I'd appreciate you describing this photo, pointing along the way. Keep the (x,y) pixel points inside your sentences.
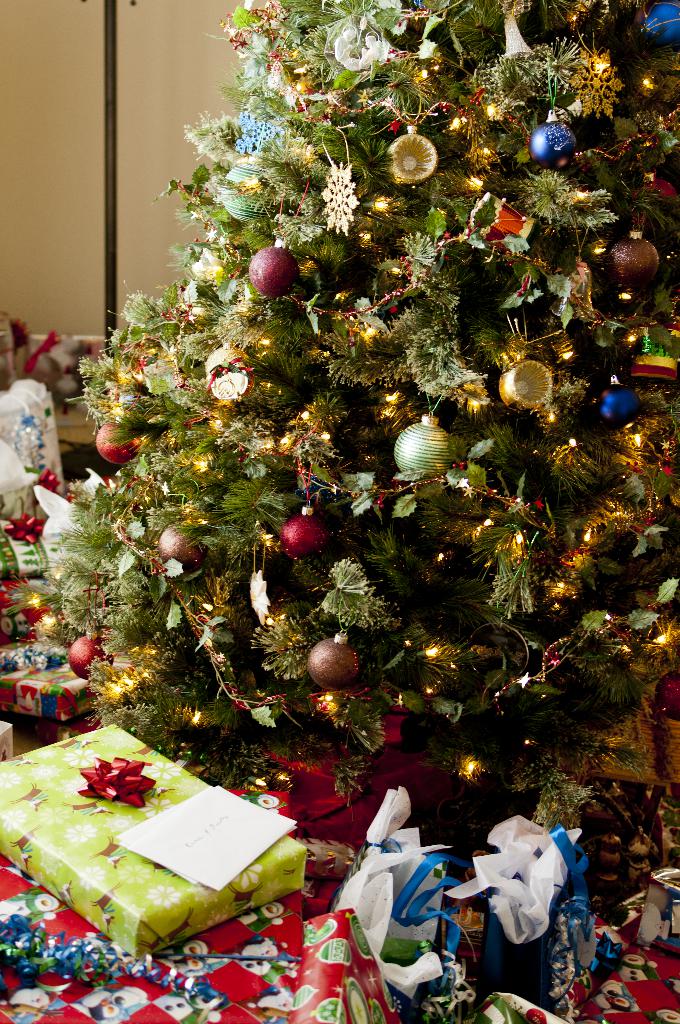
In this picture we can see a plant (356,600) with some decorative items (516,301) and lights (116,691). In front of the plant (215,697) there are gift boxes (163,910) and other things (45,489). Behind the plant (348,254) there is a wall (205,83).
